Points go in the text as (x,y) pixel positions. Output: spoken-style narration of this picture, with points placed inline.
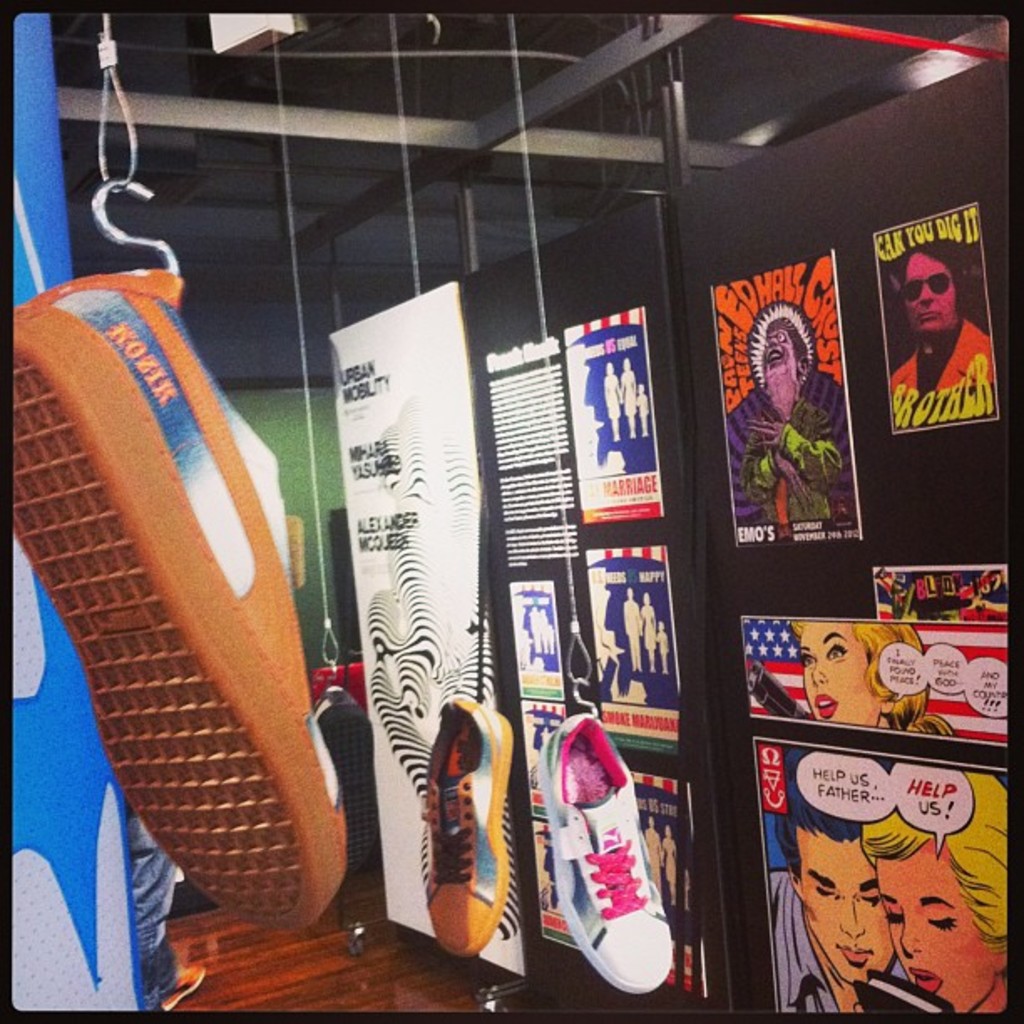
In this image we can see the shoes (471,726) hanging from the ceiling (489,201). We can also see the posters (800,437) with the images (898,834) and text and the posters (744,284) are attached to the black color wall (907,202). We can also see the ceiling (570,63) and also the wall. At the bottom (329,968) there is floor (342,947) and there is some person (157,898) on the left (183,973) and the image has black color borders (974,1023).
